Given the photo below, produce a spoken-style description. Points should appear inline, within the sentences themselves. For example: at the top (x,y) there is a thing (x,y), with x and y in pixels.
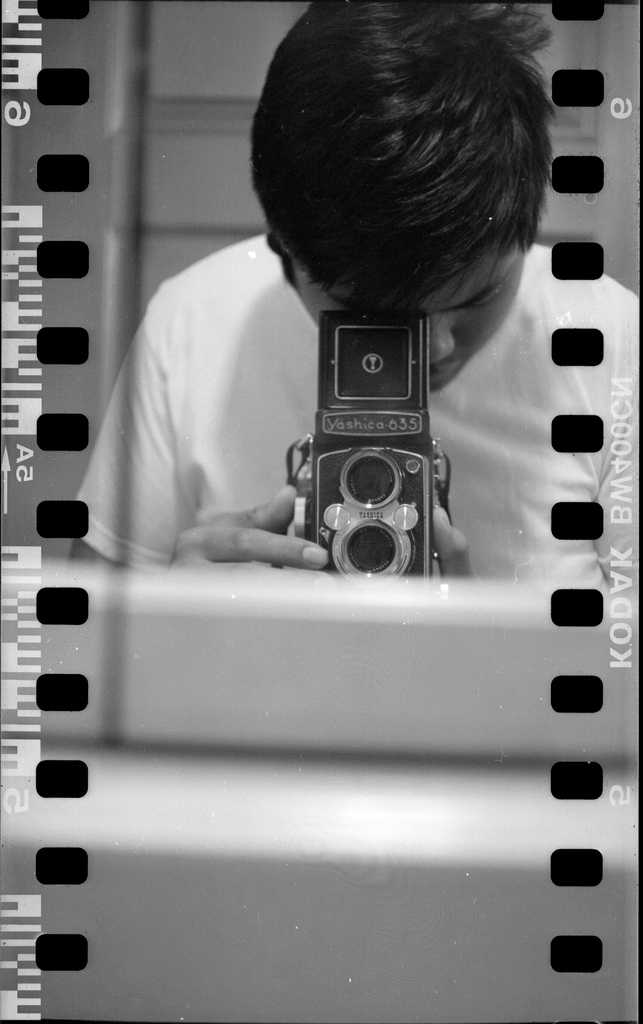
A man (266,354) with t-shirt (253,435) is holding a camera (349,495). And clicking a picture in front of the mirror (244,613).
